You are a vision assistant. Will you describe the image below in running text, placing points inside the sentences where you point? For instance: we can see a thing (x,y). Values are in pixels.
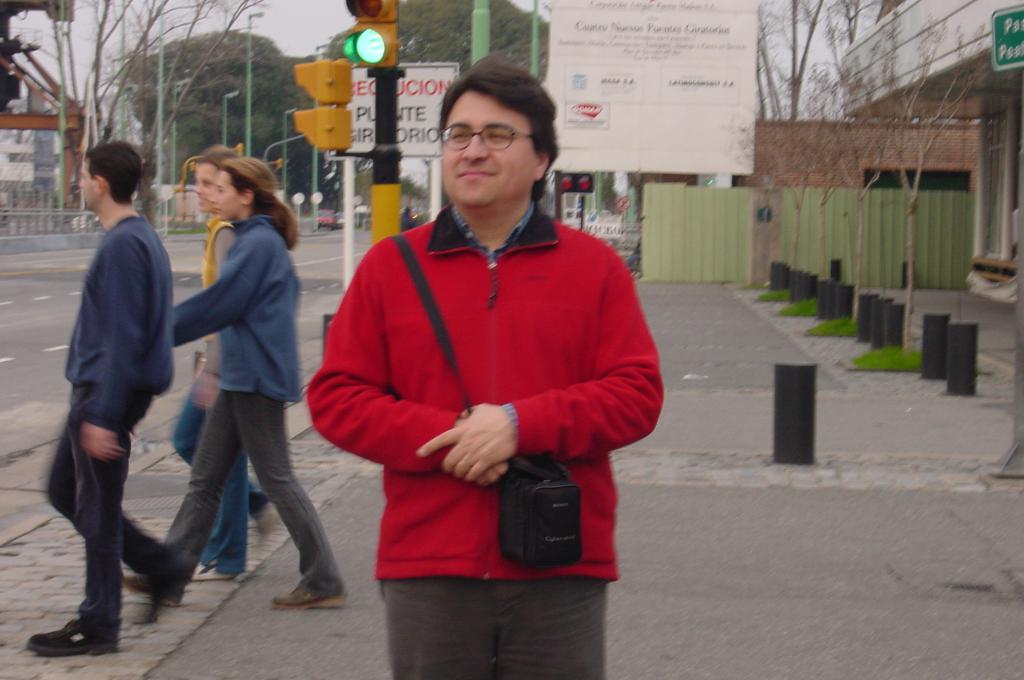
In this image we can see people (433,476) standing on the road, barrier poles (830,310), buildings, traffic poles (377,143), traffic signals (341,143), street poles (247,89), street lights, trees (136,103) and sky (55,54).
